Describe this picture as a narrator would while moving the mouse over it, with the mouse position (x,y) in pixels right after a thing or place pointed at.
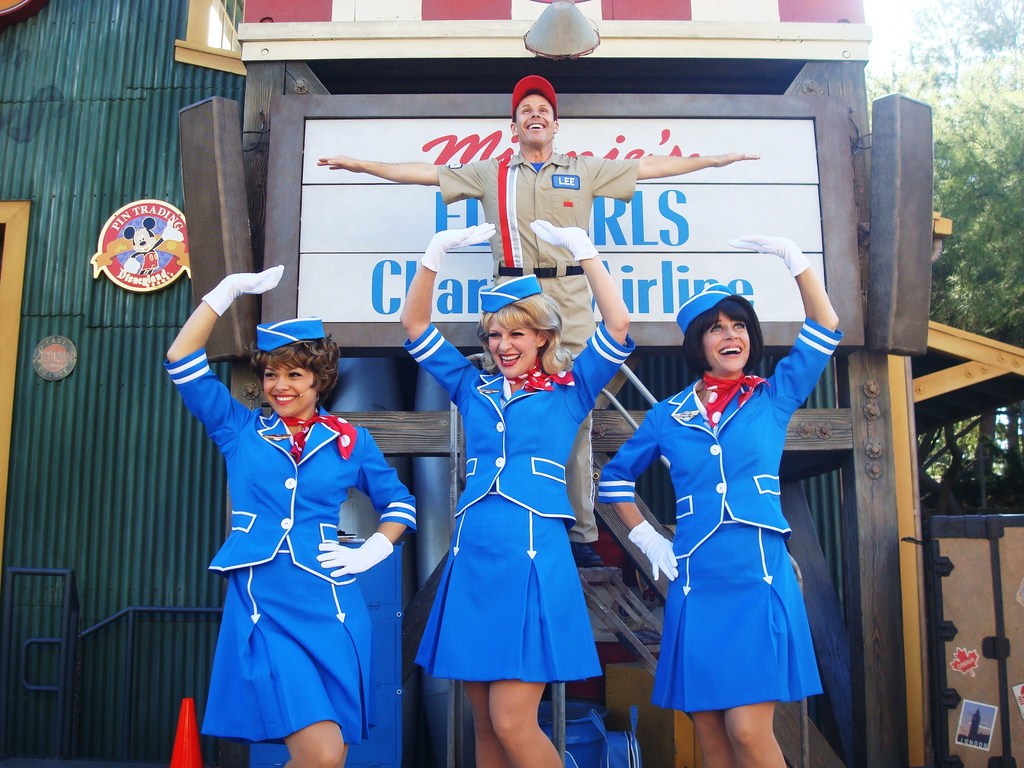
In this image I can see three women (470,542) are standing and a man (548,257) is standing behind them. These people (517,286) are smiling. These women (565,539) are wearing blue color clothes (552,513) and hats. In the background (95,226) I can see a building (658,363) which has a board (657,183) on it. On the board (626,233) I can see something written on it. On the right side (973,161) I can see trees (973,194).
